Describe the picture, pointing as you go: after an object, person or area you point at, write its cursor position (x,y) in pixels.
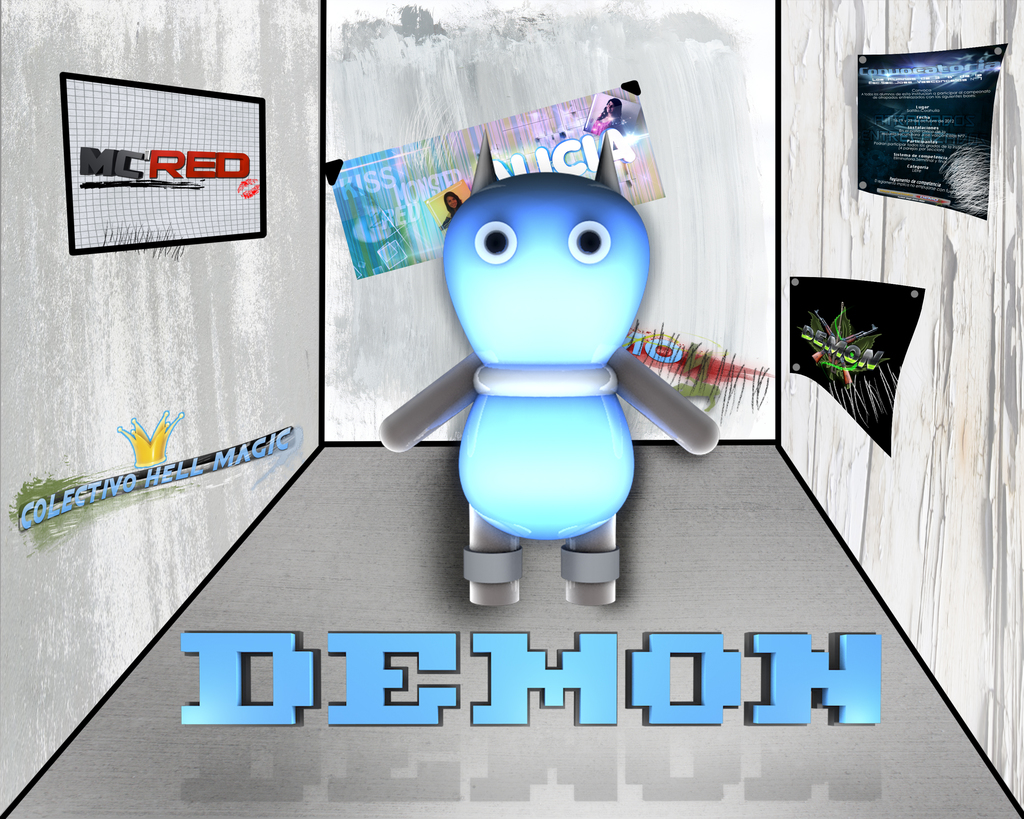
This is an animated image. In this image I can see the cartoon (616,469) and few boards (374,270) are attached to the white color surface (717,272). I can see something is written on the image.
